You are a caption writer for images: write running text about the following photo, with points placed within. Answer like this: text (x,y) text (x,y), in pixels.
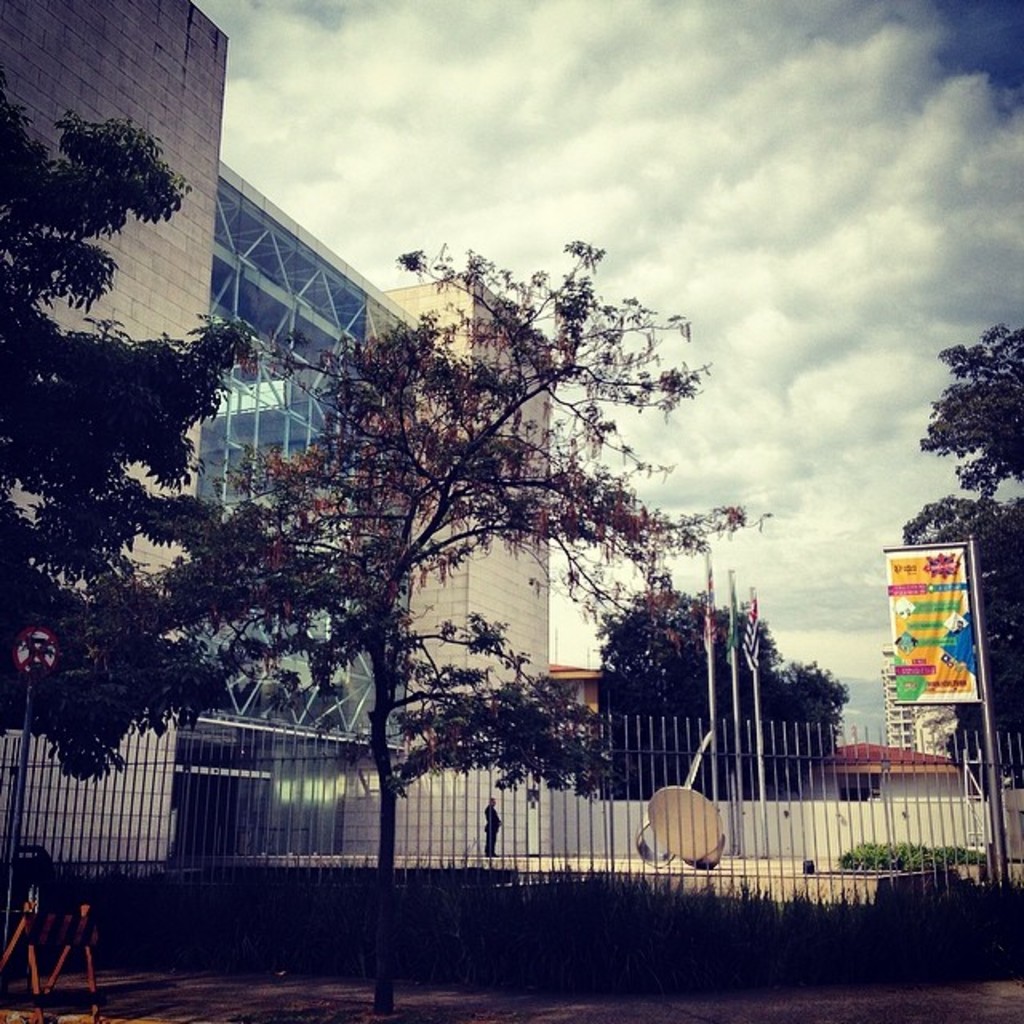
In the middle of the image (491,383) we can see some trees (499,522), poles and banners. Behind them there is fencing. Behind the fencing (488,762) there are some plants (96,883), buildings (856,743), trees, poles (731,596) and flags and we can see a person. At the top of the image (525,276) there are some clouds (922,2) in the sky (938,6).
